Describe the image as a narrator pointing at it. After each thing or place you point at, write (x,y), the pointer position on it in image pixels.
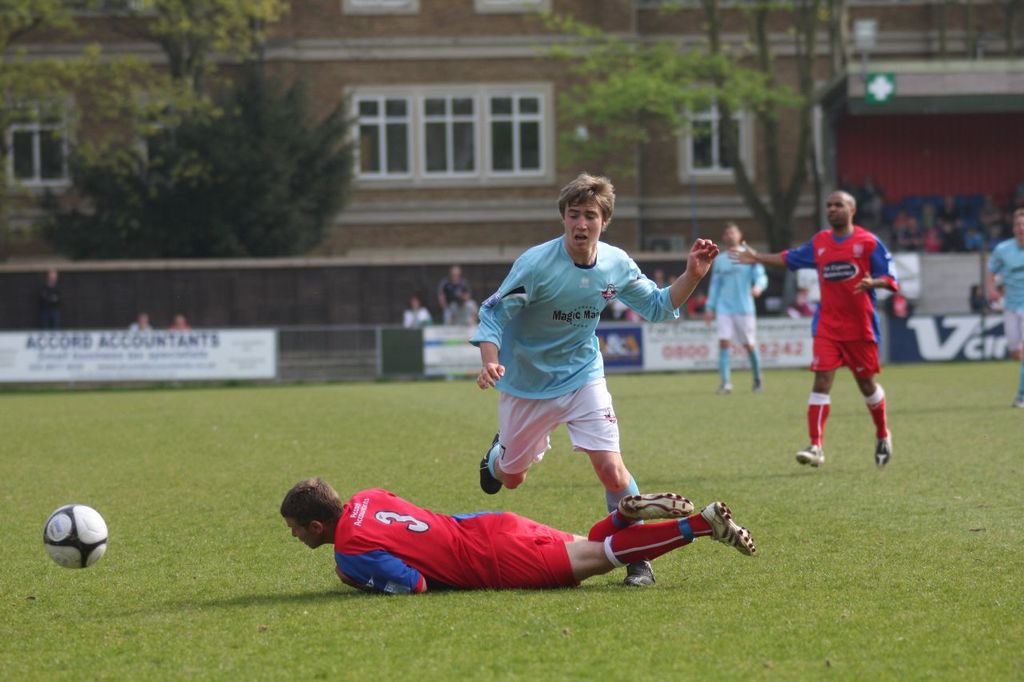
In this image there are few people (483,473) playing football on the ground (209,545), there is a ball (84,535), some posters (258,362) attached to the fence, there are few people (934,240) in the stands (923,97) and behind the fence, a building (740,134), few trees (265,168), few windows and a poster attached to the stands (960,93).
